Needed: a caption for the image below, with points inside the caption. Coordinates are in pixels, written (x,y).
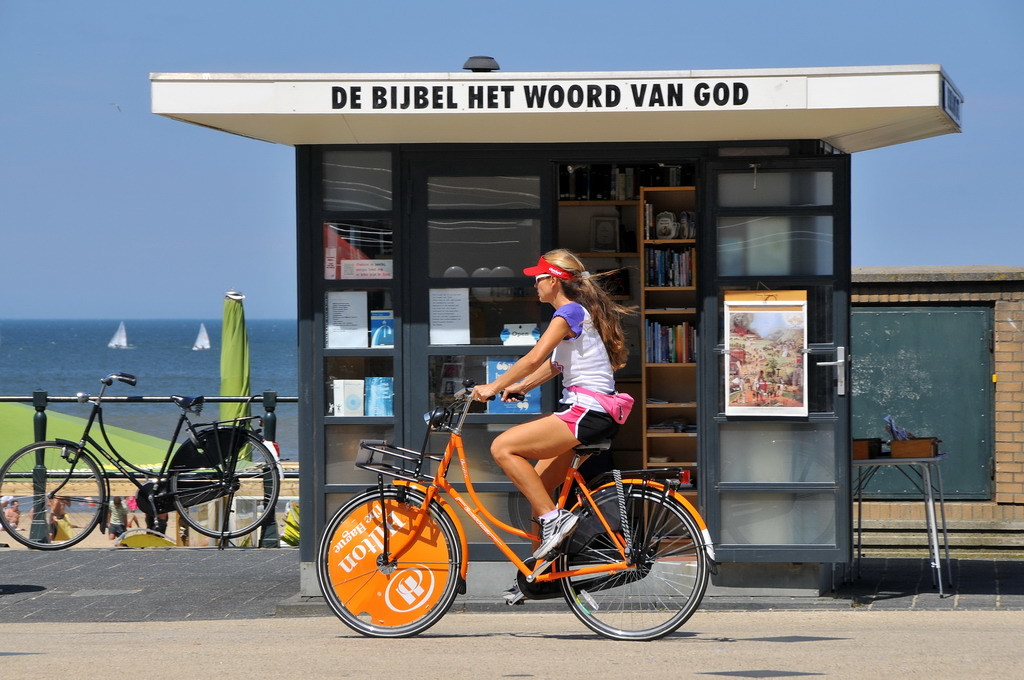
A girl (551,433) wearing a white shirt (562,370) wearing a cap (535,267) is riding an orange cycle (430,585). Beside her there is a stall (518,225) and cupboard (676,366) containing books (660,283). Another cycle (168,474) parked on the road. In the background (85,330) there is sea (134,355), grass lawn (48,431), sky (149,216). A table (864,462) is beside the stall (832,347). And a door (819,501) is there for the stall (767,464).
